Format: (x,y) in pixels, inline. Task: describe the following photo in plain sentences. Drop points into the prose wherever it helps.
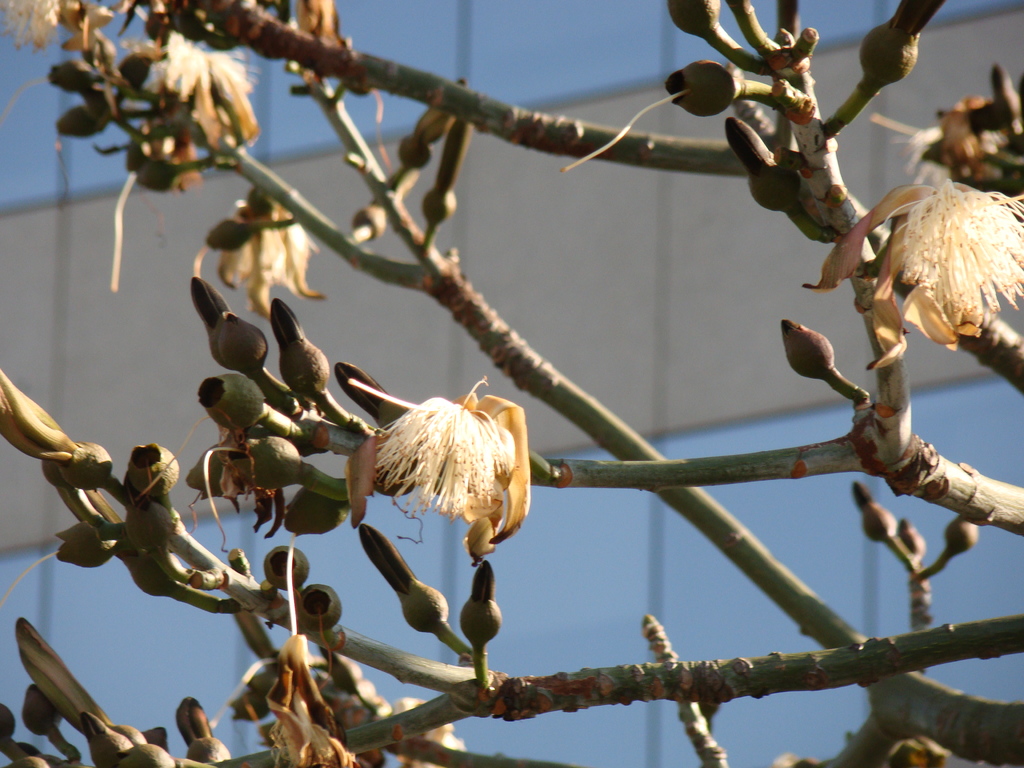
In this picture, we can see flowers (363,449), buds (359,397) of a plant (359,642), and we can see blurred glass building (584,214) in the background (777,613).
